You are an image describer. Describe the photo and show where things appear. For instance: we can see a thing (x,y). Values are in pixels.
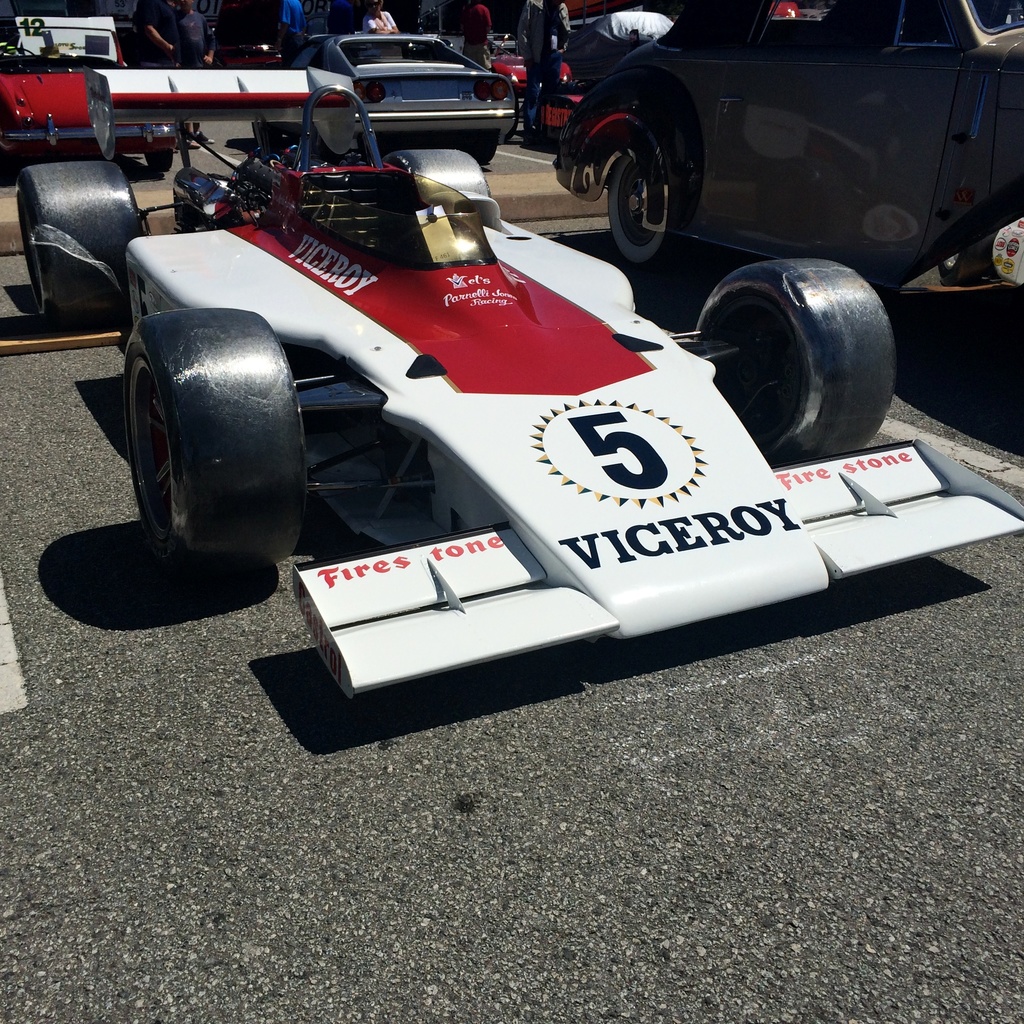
In this image I can see car (752,565) which is in white and red color, at the background (502,80) I can see few vehicles (408,63) and few persons (168,21) standing.
